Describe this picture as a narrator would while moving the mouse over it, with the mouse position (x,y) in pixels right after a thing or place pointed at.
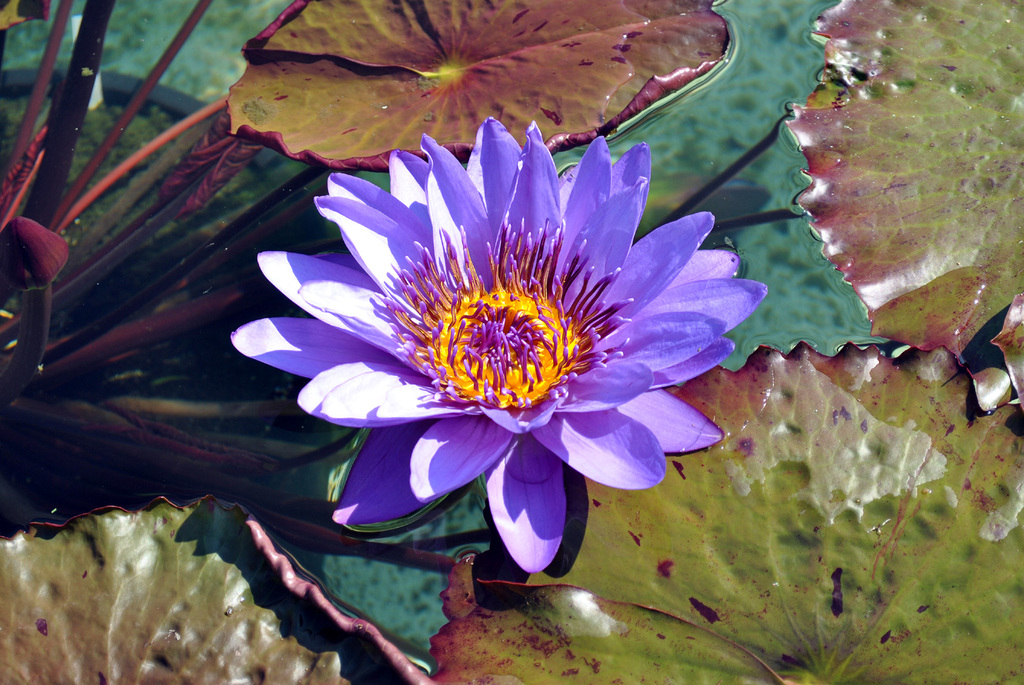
In the picture I can see a flower (514,376) and leaves (603,523) in the water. The flower (502,375) is purple in color.
